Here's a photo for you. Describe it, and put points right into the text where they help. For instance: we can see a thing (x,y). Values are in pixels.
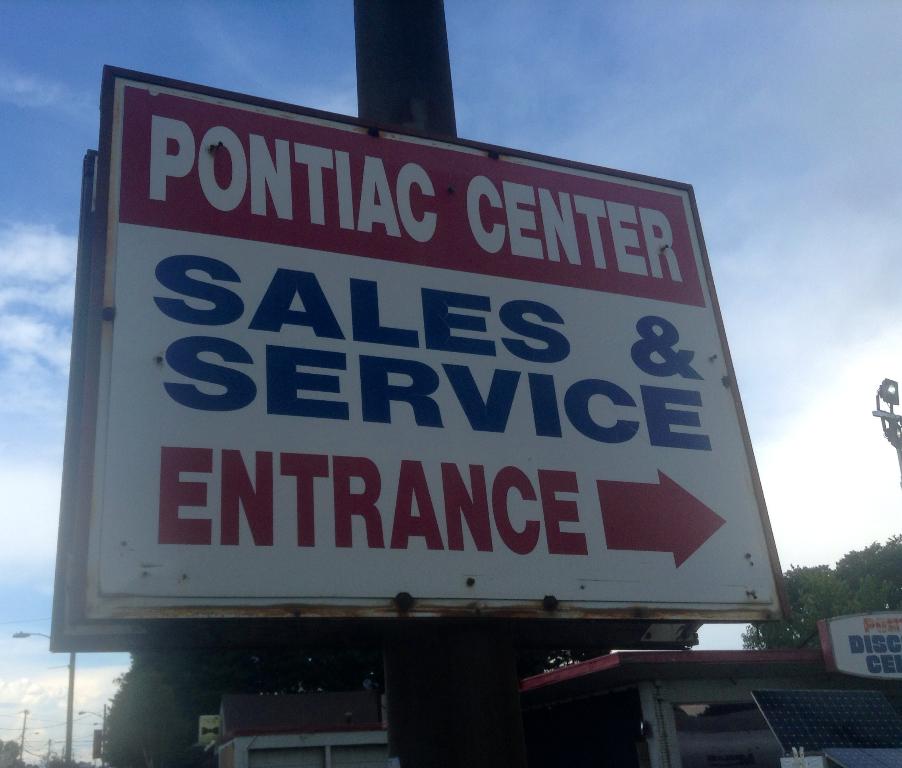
This picture consists of a pole (385,70) and a board (405,335) attached to the pole (412,59) in the foreground (413,35). on the board (295,424) I can see text (176,472) and back side of the pole (480,655) there are buildings (637,650) and trees (237,660) and the sky (471,26) and poles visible in the bottom left (17,662).
